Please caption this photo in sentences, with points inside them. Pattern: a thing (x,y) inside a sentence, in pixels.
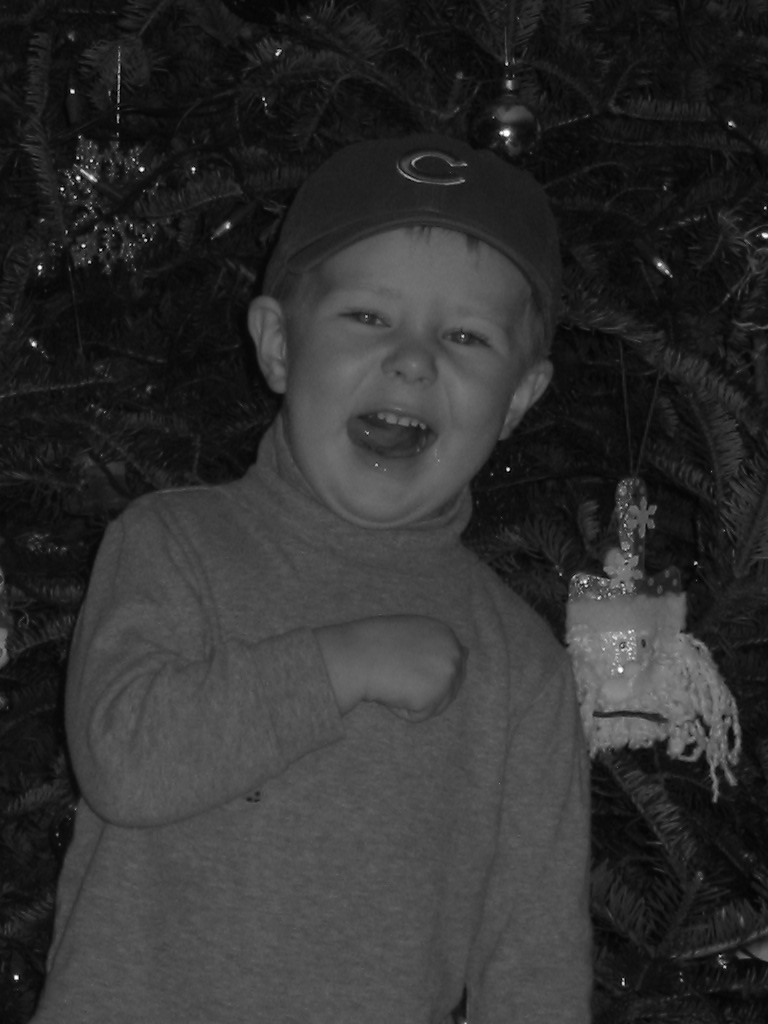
In this image, we can see a kid (552,809) wearing clothes (265,591) and cap (432,189). In the background (600,594), we can see a tree (656,796).
